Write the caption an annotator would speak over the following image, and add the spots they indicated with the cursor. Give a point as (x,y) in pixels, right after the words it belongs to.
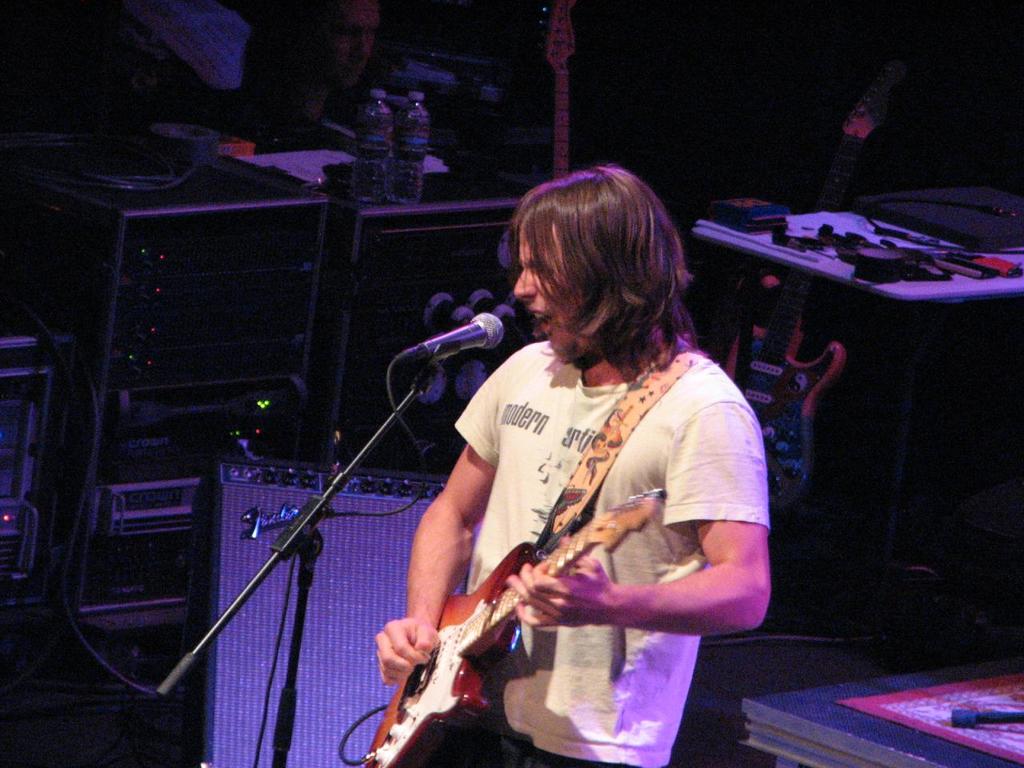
This picture is of inside. In the center (533,399) there is a man (536,387) wearing white color t-shirt (540,407), playing guitar (506,632), standing and singing. There is a microphone (434,342) attached to the stand (301,549) and we can see the speakers (284,239) behind him and two bottles (374,155) and papers (306,162) placed on the top of the speaker (459,194). On the right (791,408) we can see a guitar (793,333) placed on the ground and some items (891,250) placed on the top of the table (967,289). In the background (342,40) we can see a person (351,33).
